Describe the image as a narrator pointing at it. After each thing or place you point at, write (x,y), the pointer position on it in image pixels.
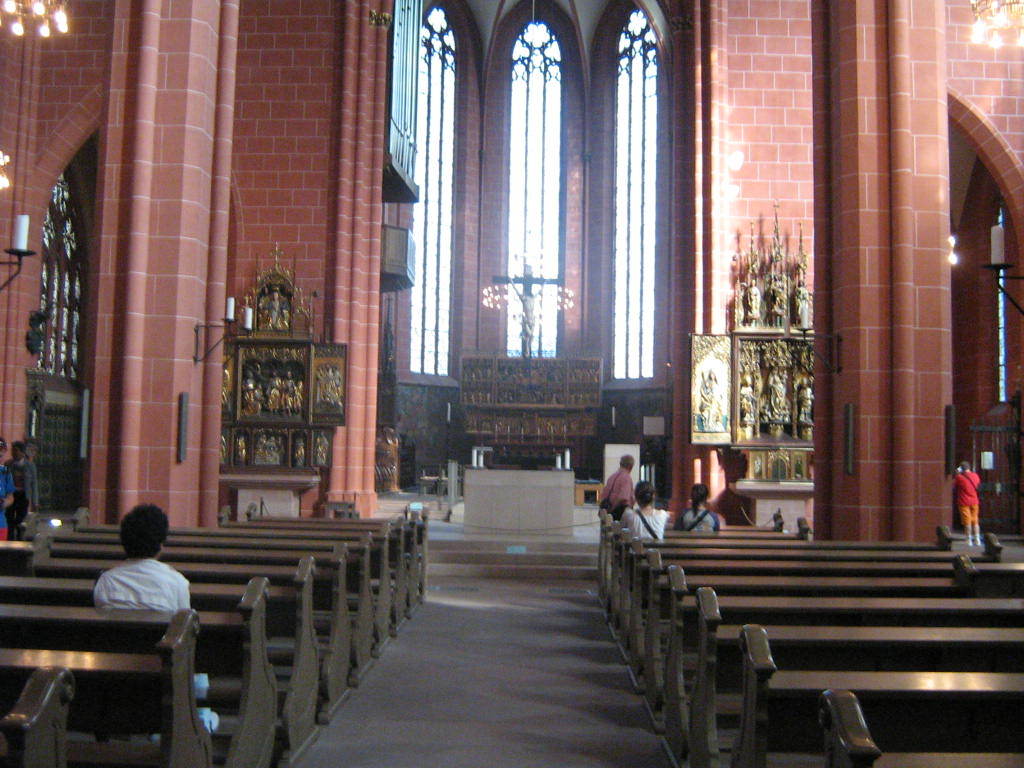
In this picture we can see a group of people (8,479) where some are sitting on benches (880,653) and some are standing on the floor (502,672) and in the background (512,356) we can see a cross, windows (444,185) and some statues (758,296).
